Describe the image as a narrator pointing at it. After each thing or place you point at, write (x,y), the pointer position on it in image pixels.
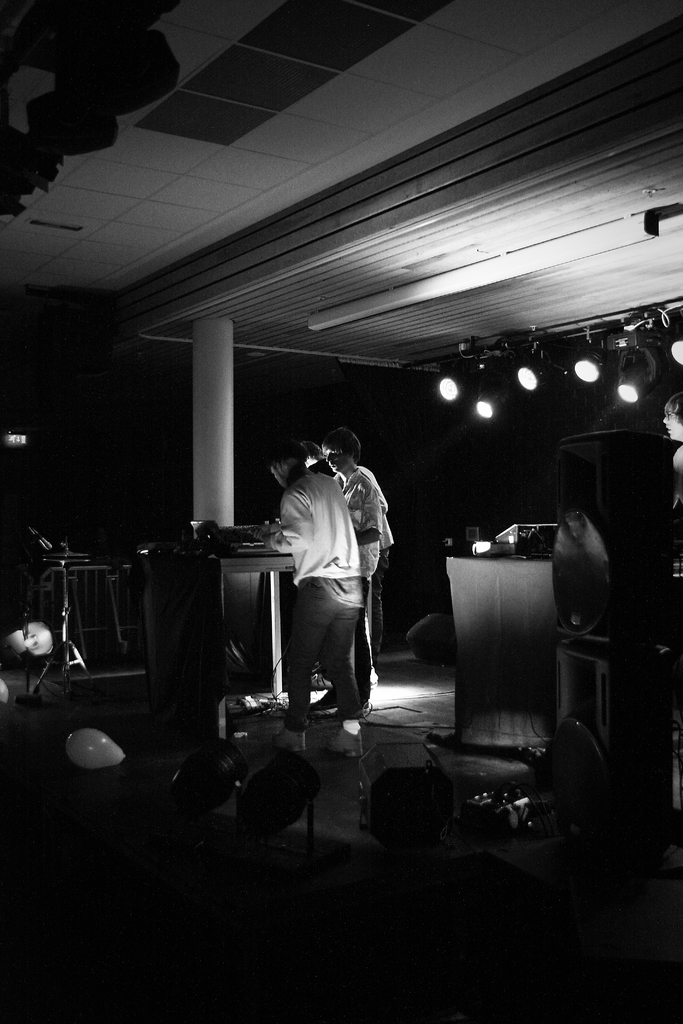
In this image I can see the black and white picture in which I can see the stage (434,681), few persons (312,497) standing on the stage (375,688), few musical instruments (273,523), some equipment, few lights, the ceiling (468,249) and a pillar (205,445).
